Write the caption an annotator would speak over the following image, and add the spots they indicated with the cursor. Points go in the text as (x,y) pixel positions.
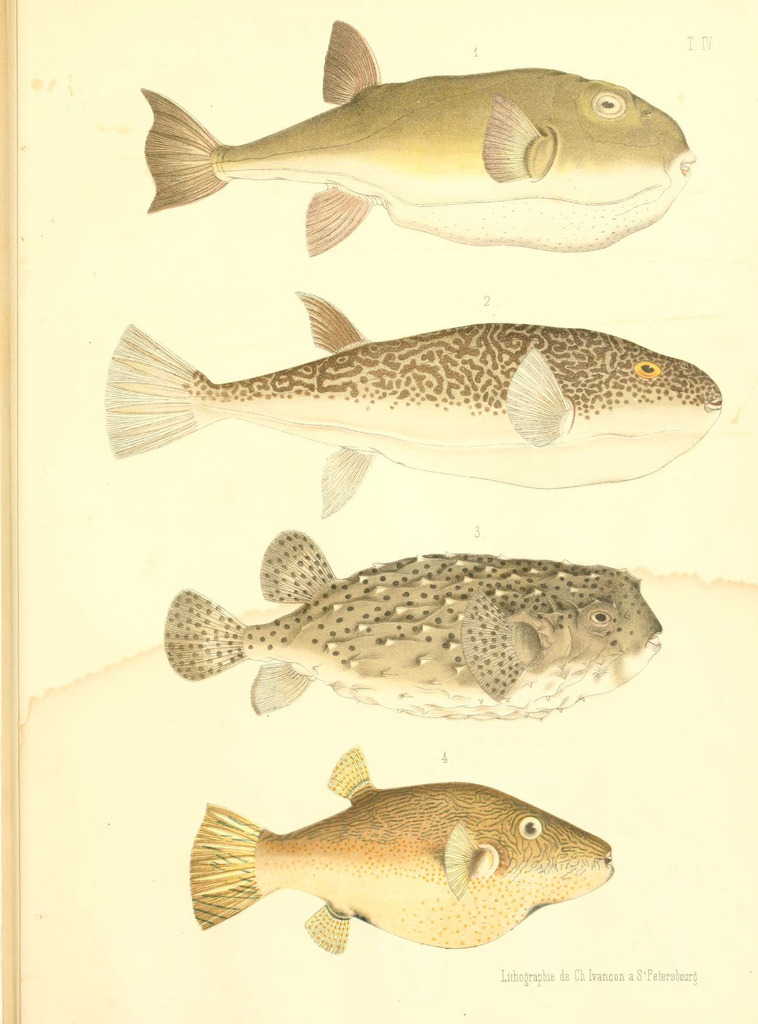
In the picture we can see a drawing (627,662) of four different type of fishes (354,461) in the paper (489,990).
